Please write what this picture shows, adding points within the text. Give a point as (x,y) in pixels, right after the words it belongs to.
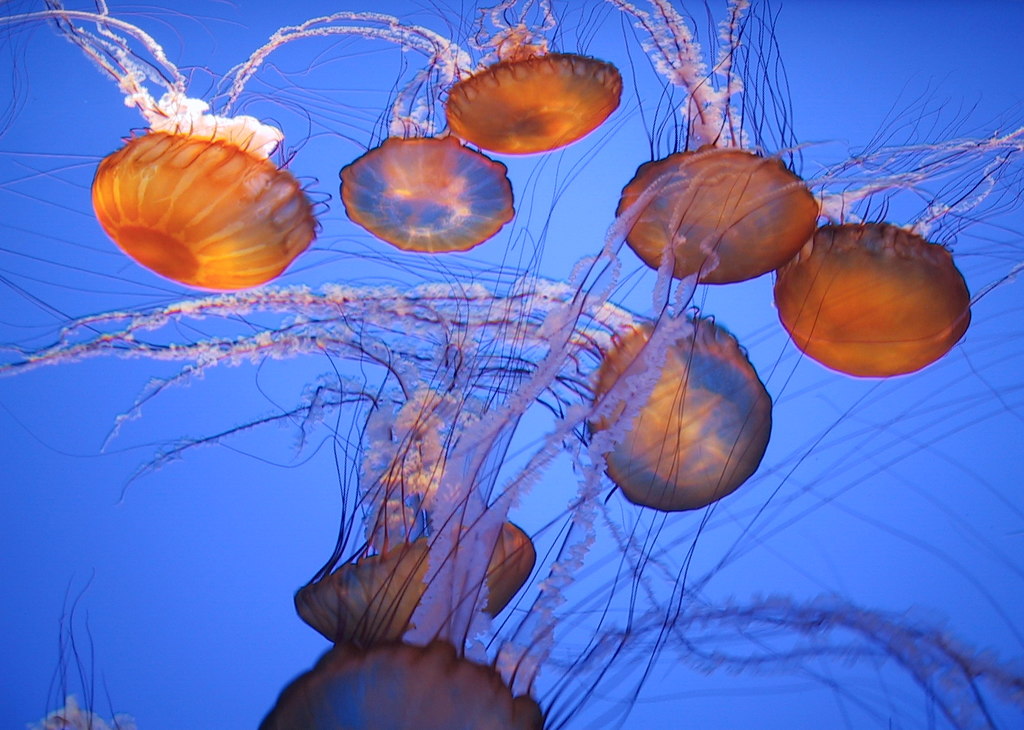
In this image we can see jellyfishes (416,586) in the water (87,535).
